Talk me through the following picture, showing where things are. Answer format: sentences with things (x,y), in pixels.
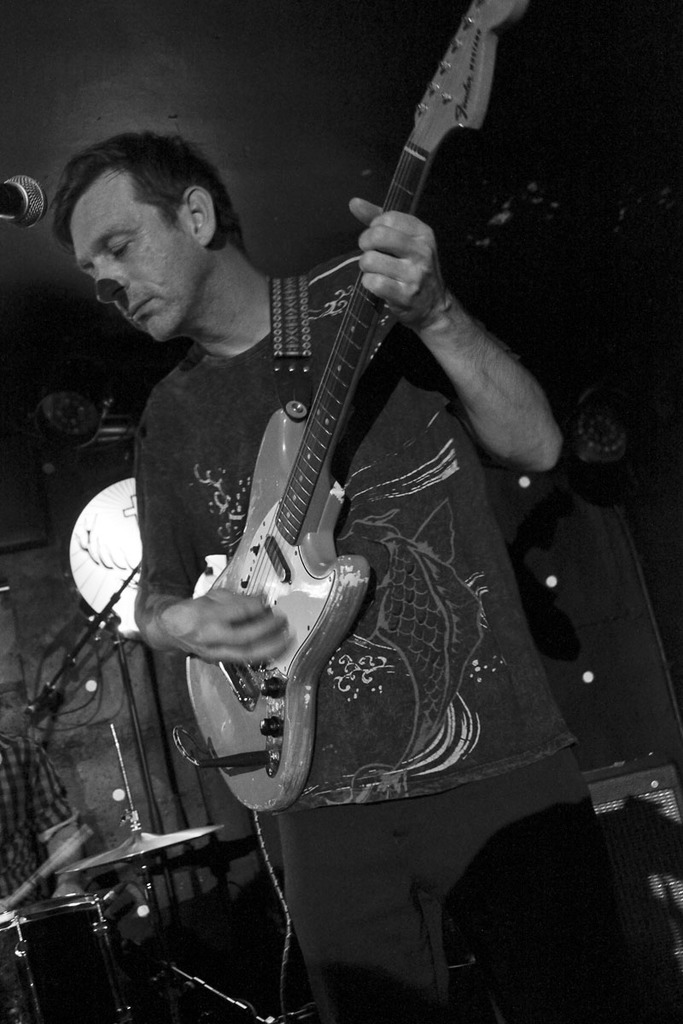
He is standing and he's holding a guitar (372,310).
